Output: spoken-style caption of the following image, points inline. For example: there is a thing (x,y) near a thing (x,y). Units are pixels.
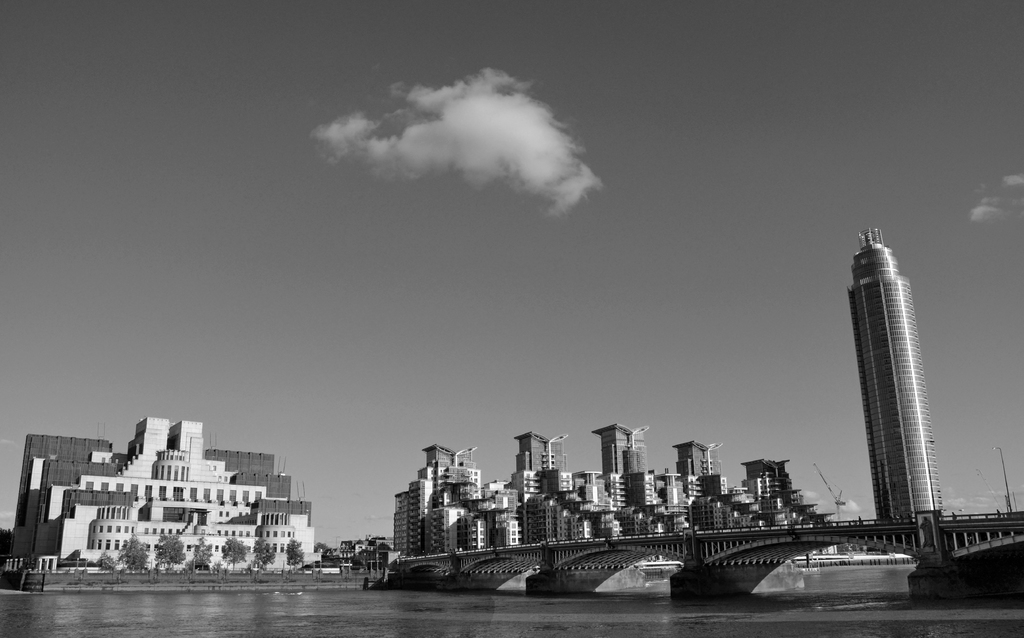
In this black and white image, we can see some buildings (170,473). There is a bridge (886,542) in the bottom right of the image (751,556). There is a river (531,610) at the bottom of the image (560,616). In the background of the image (279,141), there is a sky (898,139).
